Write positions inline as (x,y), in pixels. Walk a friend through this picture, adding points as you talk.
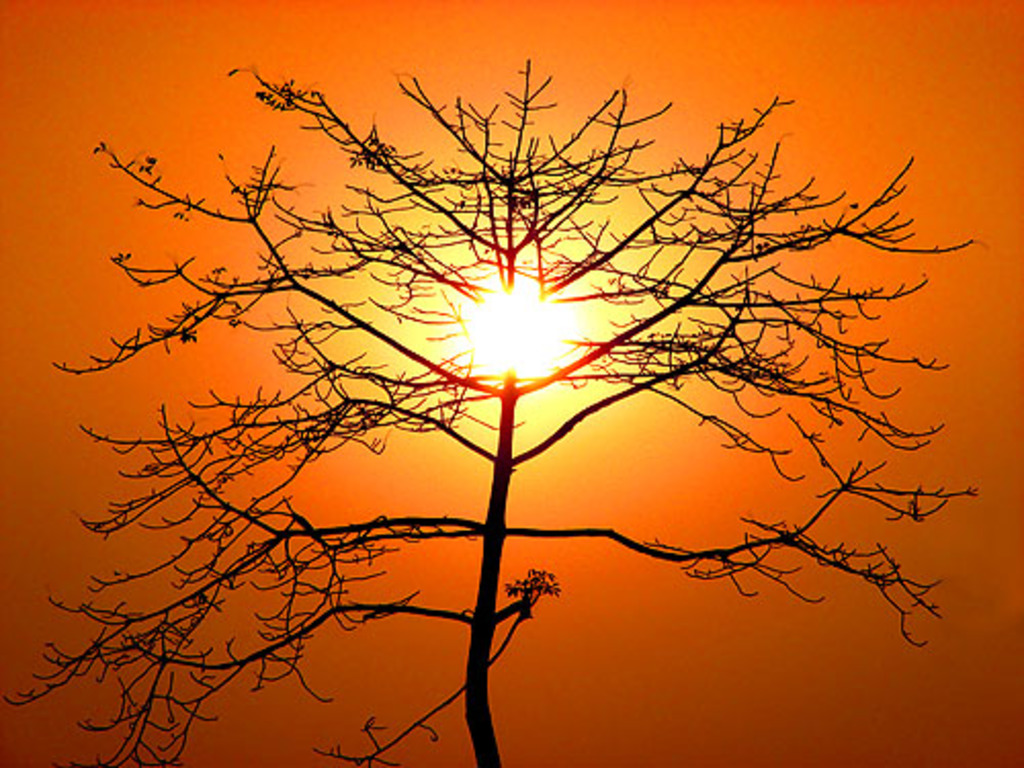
In this picture I can see a tree (427,716) and a sunlight (565,329).
